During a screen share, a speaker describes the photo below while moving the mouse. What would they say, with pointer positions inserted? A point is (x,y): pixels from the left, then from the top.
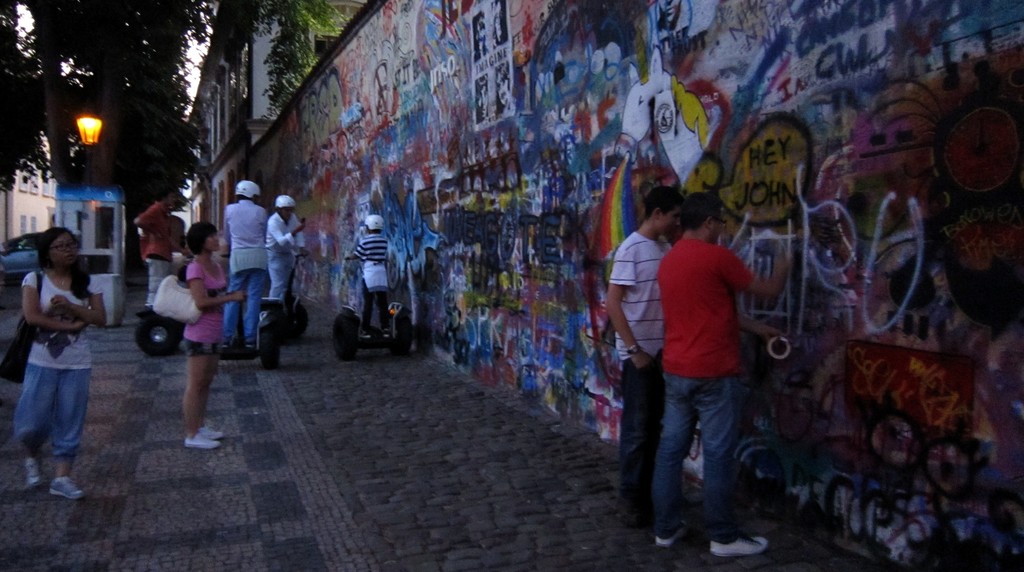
In this image there are a group of people (60,416) and some of them on a segway (162,322), and on the right side (885,155) there is a wall (460,305). On the wall (564,117) there is graffiti (419,129), and in the background (282,91) there are buildings (7,219), trees (117,147), light (94,144) and a car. At the bottom (136,388) there is walkway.
